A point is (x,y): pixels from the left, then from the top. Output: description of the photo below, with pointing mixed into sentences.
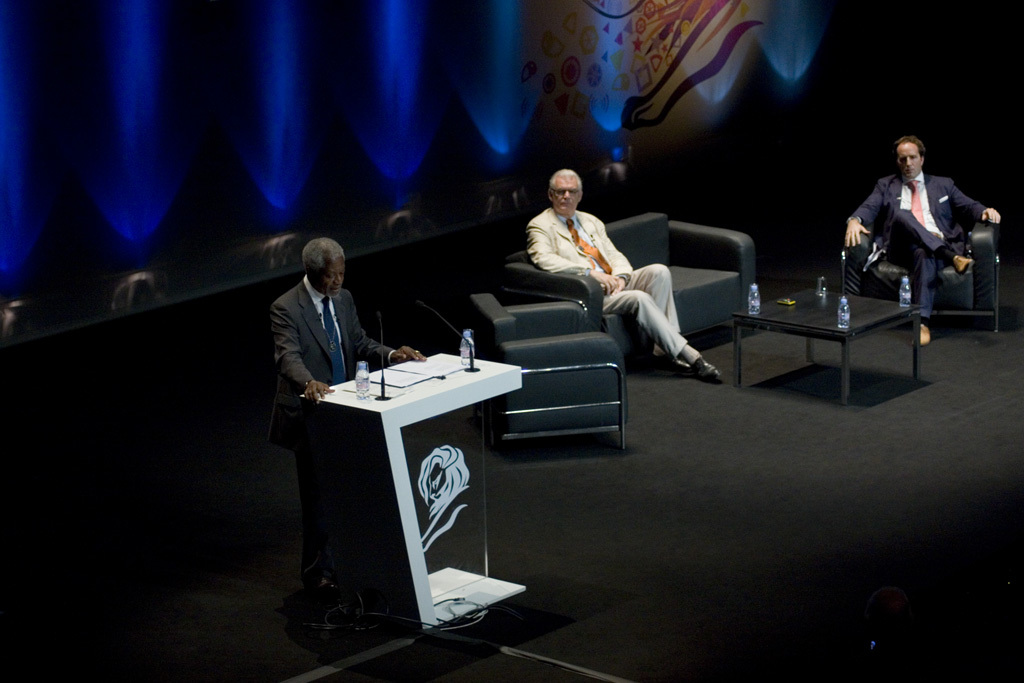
In this image there are three person (594,235) the left-side the person (288,382) is standing in front of the podium (399,410). There is a mic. On the right side (904,218) the two persons (564,257) are sitting on the couch (615,238). There is a table (807,318) on the floor (719,459).
